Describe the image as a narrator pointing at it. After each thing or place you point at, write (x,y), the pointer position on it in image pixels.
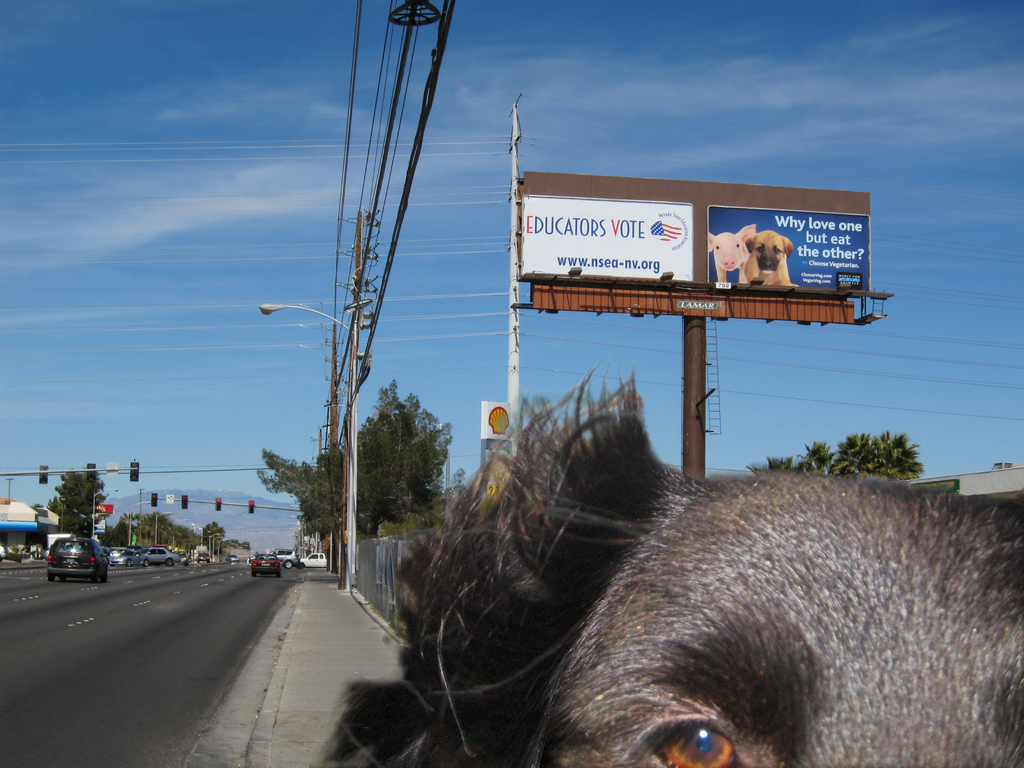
In the center of the image (418,490) we can see the electric light poles (360,312), trees (316,516), wires (362,189), boards (600,299). On the right side of the image (1022,471) we can see a building (1004,468). In the bottom right corner (910,630) we can see an animal (953,646). On the left side of the image (9,545) we can see the buildings (9,545), trees (179,523), some vehicles (77,545), traffic lights (218,507), hills (234,512). At the bottom of the image (155,691) we can see the road (135,705). At the top of the image (318,130) we can see the clouds (321,112) are present in the sky (331,94).
